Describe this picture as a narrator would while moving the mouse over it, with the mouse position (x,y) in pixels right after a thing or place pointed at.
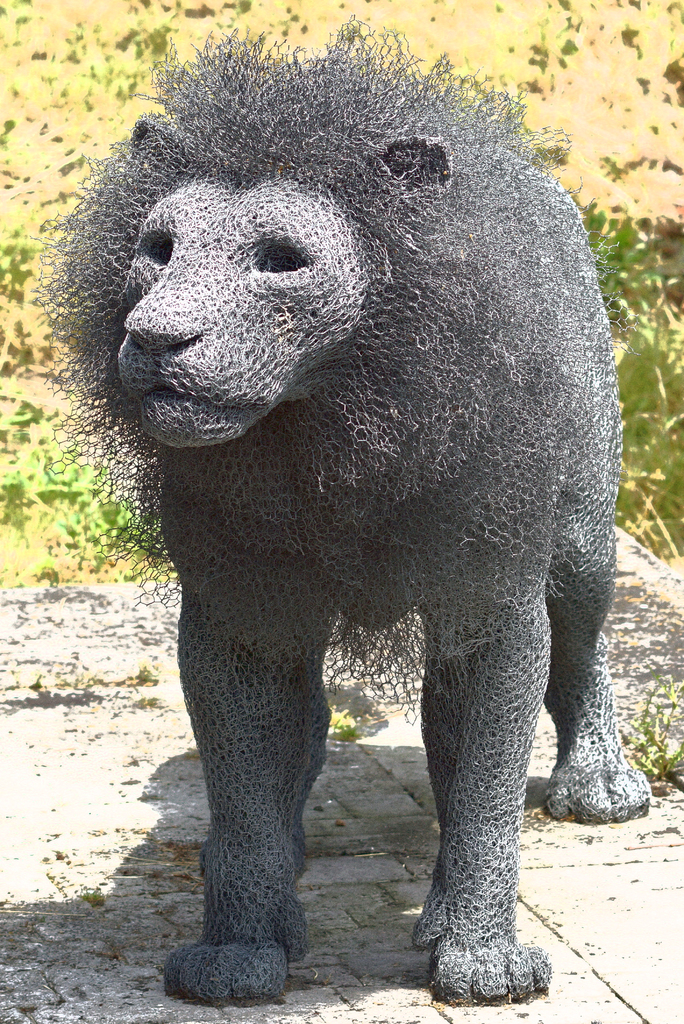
In this image we can see a sculpture (498,529) made with metal mesh (438,470) placed on the ground (524,930). In the background (644,729), we can see some plants (644,729).
